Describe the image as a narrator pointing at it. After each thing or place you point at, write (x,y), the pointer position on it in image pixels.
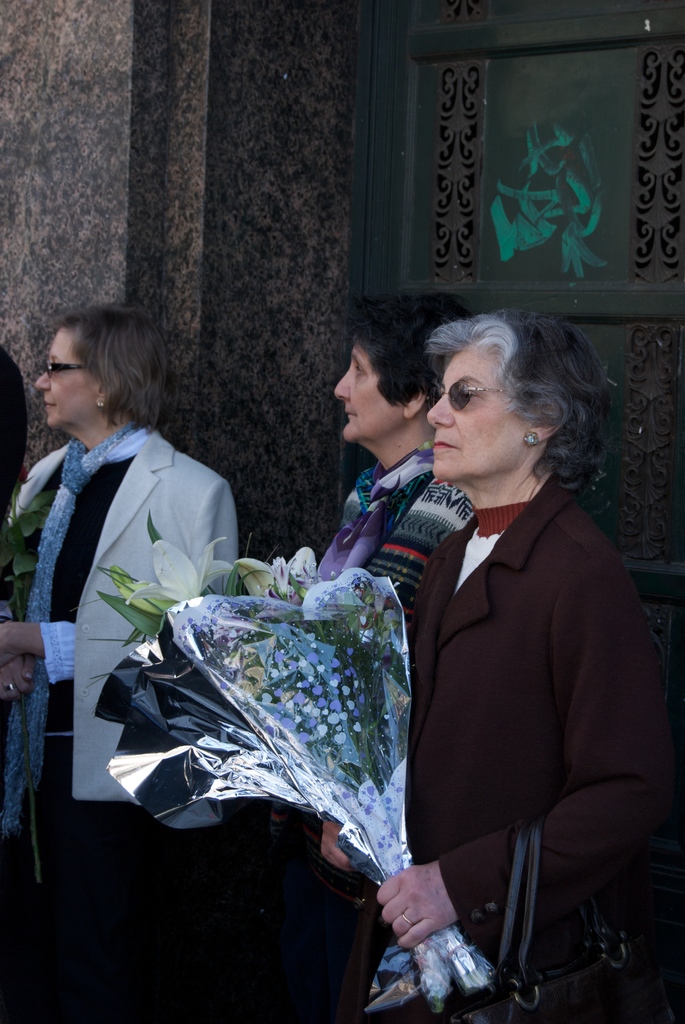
There are three women (368,329) in different color dresses (485,832) standing. Two of them are holding flower bouquets (396,870). In the background (558,18), there is a building (531,12) having a door (622,105).
